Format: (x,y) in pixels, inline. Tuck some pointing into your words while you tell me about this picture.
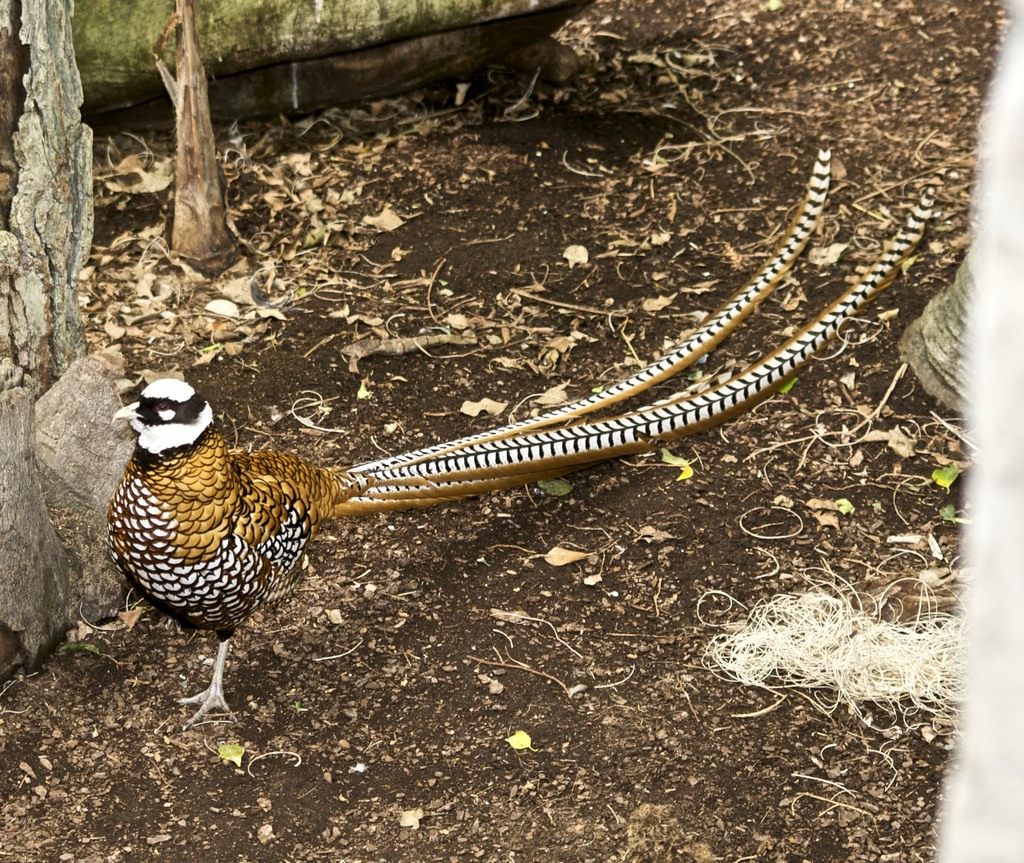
In this image we can see a bird (530,427) on the land (643,673). Behind rocks (53,567) are there.
